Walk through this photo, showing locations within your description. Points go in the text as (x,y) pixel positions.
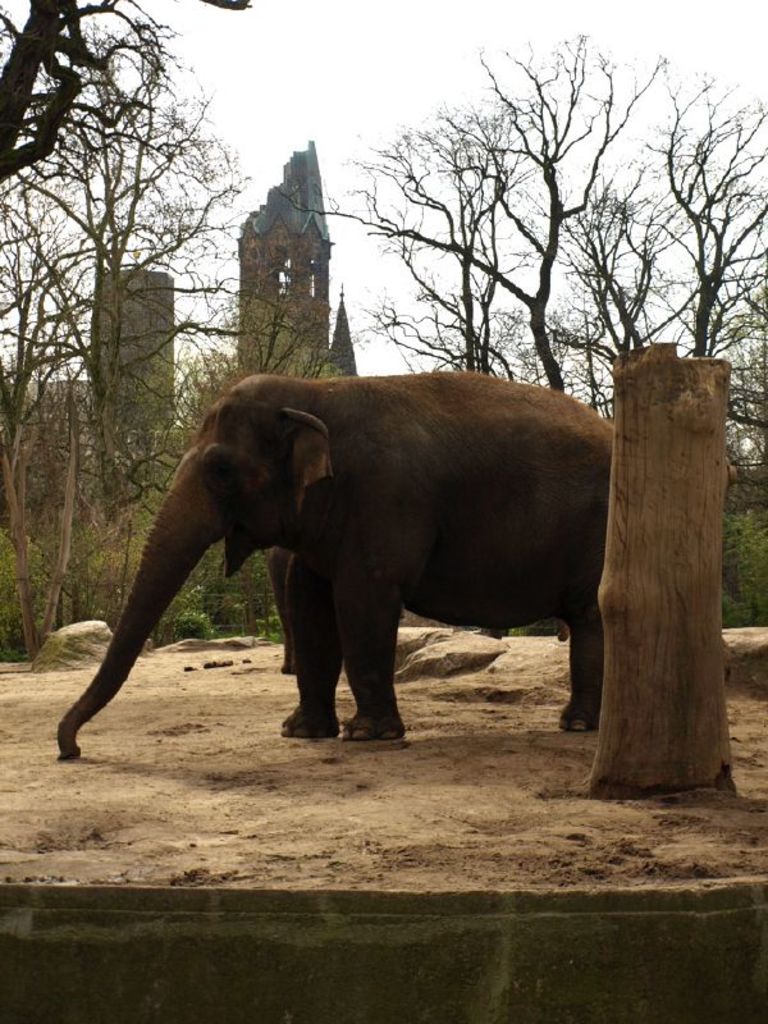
In this image we can see there is an elephant (380,601), in front of the elephant (413,429) there is a wooden stem (657,522) of a tree (623,451). In the background (573,273) there are trees (544,253), building (239,338) and the sky (560,22).
